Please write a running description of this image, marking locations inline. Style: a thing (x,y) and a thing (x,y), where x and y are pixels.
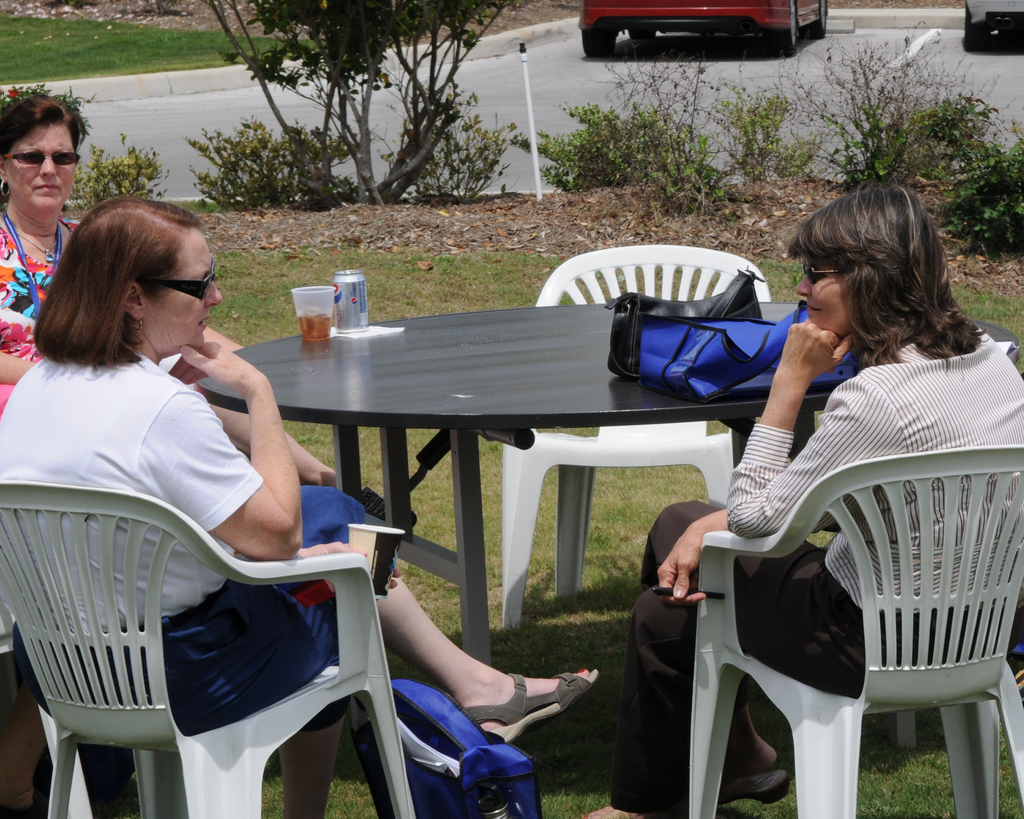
Here we can see 3 women (103,235) sitting on chairs (859,550) with table (462,552) in front of them and there is a bag (717,341) on the table (504,388) and there is glass (322,286) and tin (365,286) present on the table (387,353) and in front of her we can see plants (556,149) and a vehicle (973,35) present.
